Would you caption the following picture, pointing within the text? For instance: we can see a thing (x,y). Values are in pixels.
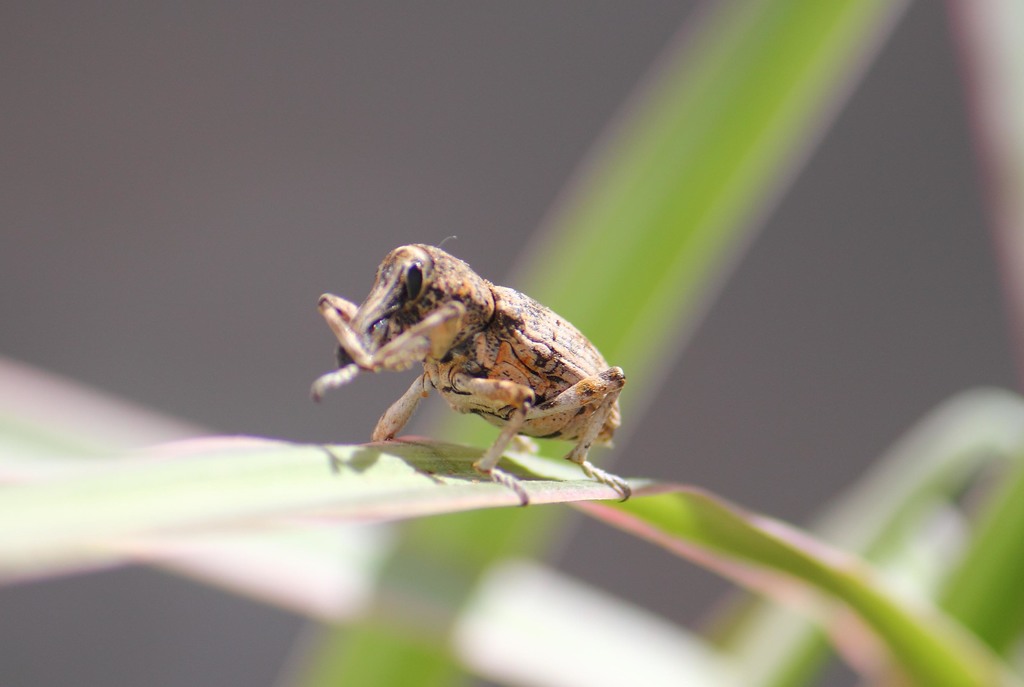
Here we can see an insect (571,344) on a leaf (421,509) and there is a blur background (8,94).
